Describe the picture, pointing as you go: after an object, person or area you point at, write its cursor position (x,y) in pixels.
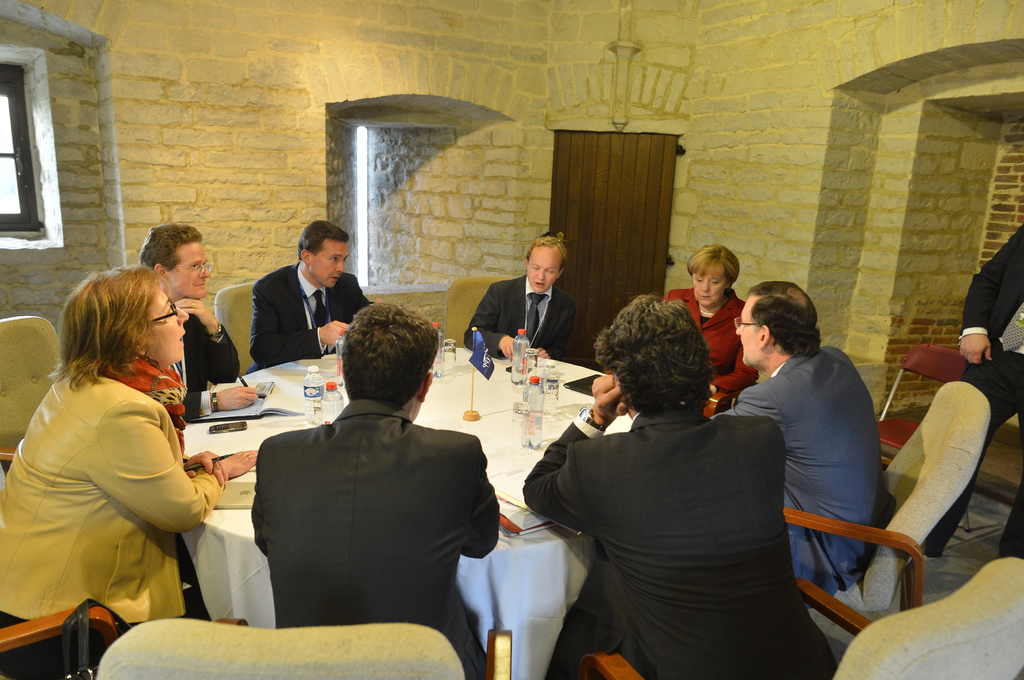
In this image there are group of persons (456,440) who are sitting around table (511,626) and there are water bottles (540,406), books (233,413) and I-pads (252,498) on top of the table (519,469) and at the background of the image (276,174) there is a wall (888,130).
